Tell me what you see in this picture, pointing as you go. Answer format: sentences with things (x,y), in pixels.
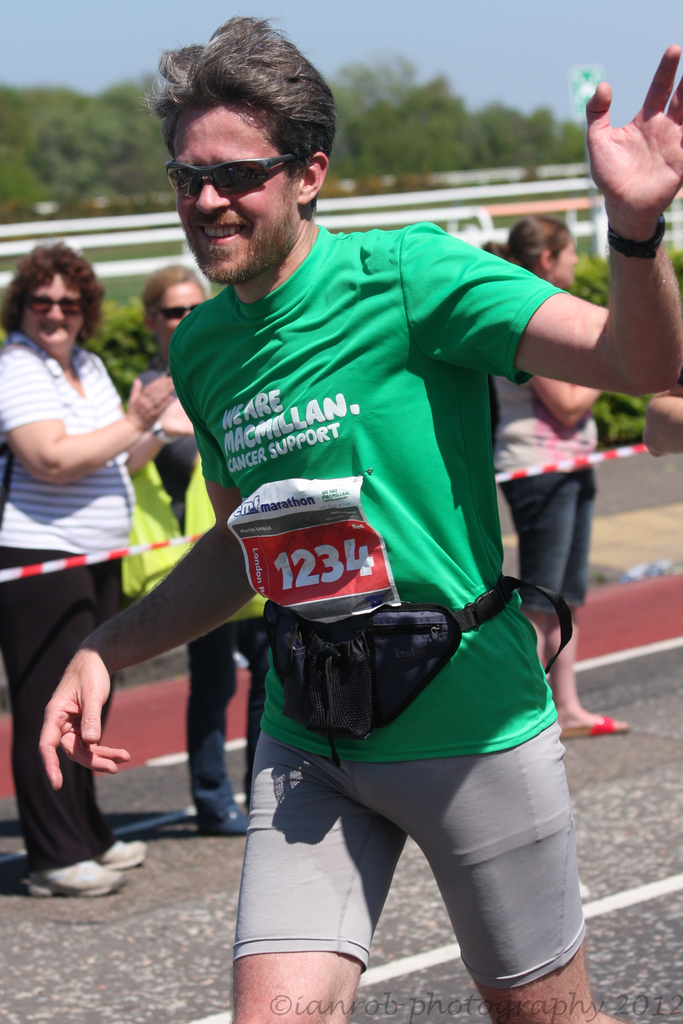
In this image I see a man (315,332) who is wearing green t-shirt (306,394) and I see words (274,423) written over here and I see a paper (295,531) over here on which there are numbers (360,553) and I see that he is wearing shorts (385,823) and he is smiling. In the background (36,639) I see few people (566,274) and I see the road (621,738) on which there are white lines (622,902) and I see the watermark (437,1007) over here and I see the trees (24,194) and the sky (109,77).
